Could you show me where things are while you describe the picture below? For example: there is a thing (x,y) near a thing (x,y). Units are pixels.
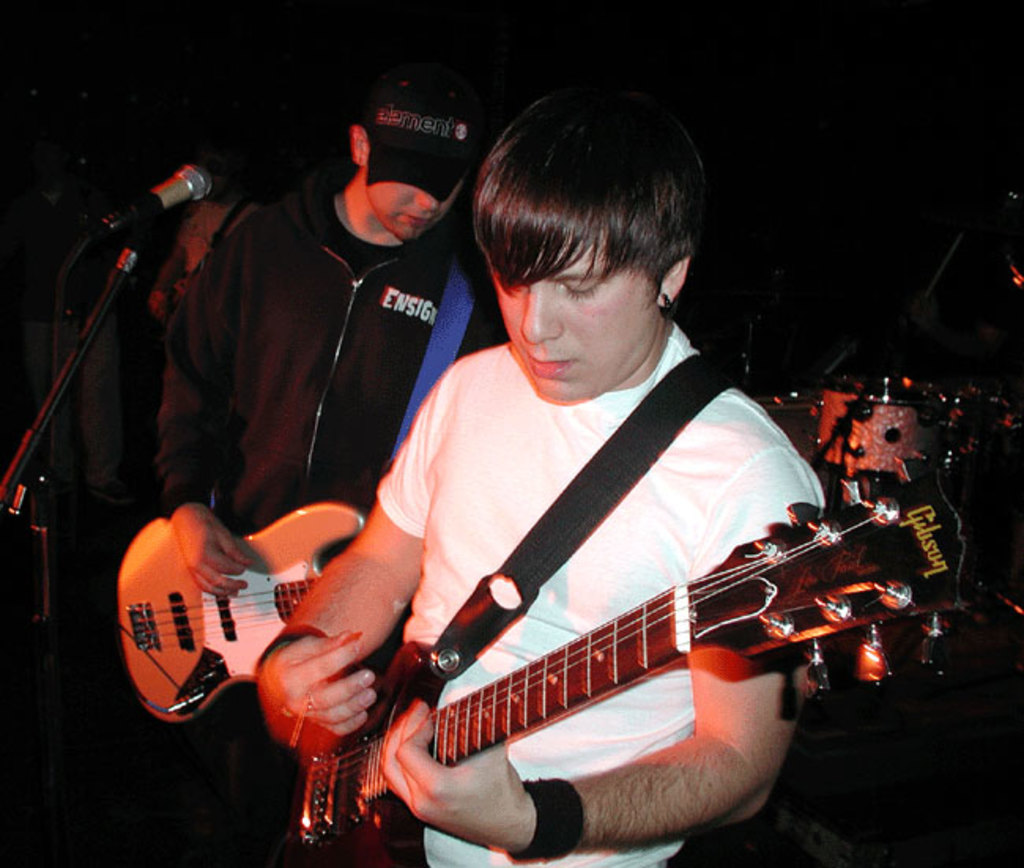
This is a picture taken in a night. There are two people (406,396) are standing one in white t shirt (475,480) and other in black t shirt (280,381) holding the guitar (280,605). In front of this people (385,328) there is a microphone (139,210) with a stand (114,290). Background of this people (391,386) these are the music instruments (837,426).
